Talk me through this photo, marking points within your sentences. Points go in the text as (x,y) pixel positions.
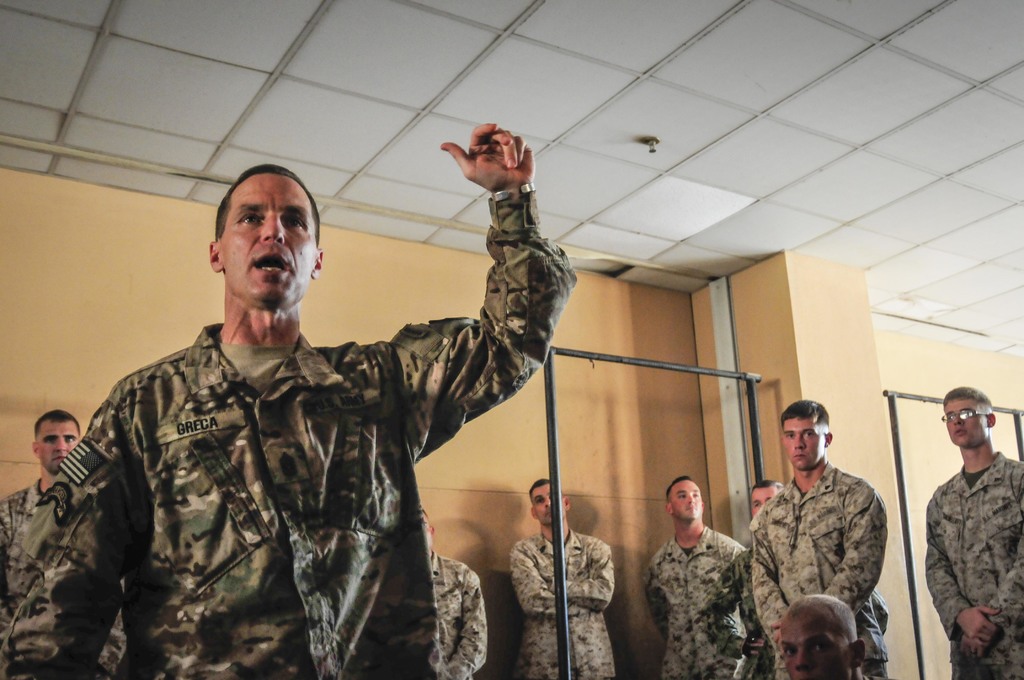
In this image I can see the group of people (794,588) with military uniforms (724,588). In the background (647,436) I can see the iron rods (902,527) and the wall (522,456).
